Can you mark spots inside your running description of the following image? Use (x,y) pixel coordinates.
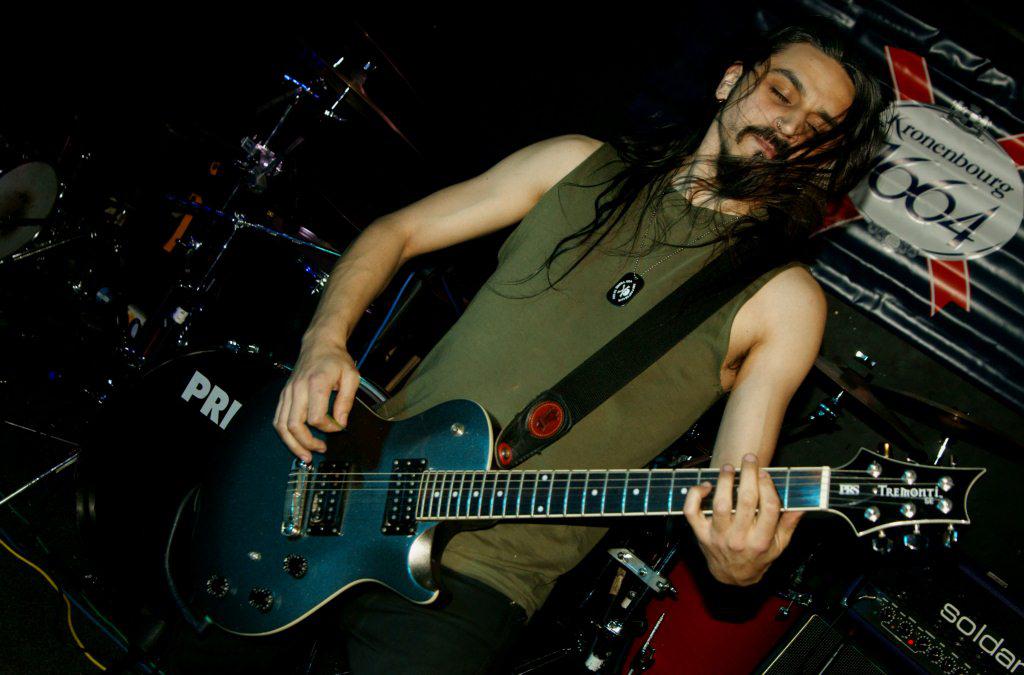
In this image I can see in the middle (369,289) a man (580,439) is playing the guitar (618,514), he is wearing a t-shirt (653,430). There are musical instruments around him.
